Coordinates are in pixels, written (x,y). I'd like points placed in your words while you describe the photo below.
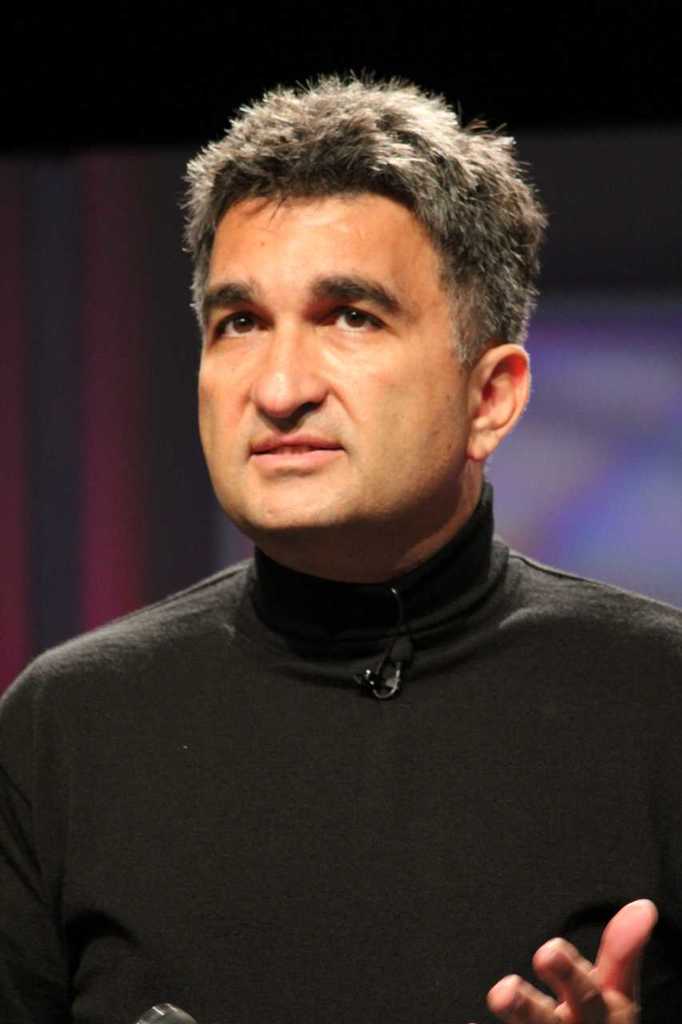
In the picture I can see a person (340,851) wearing a black color dress (398,903) is talking. The background of the image (223,67) is dark and slightly blurred.
